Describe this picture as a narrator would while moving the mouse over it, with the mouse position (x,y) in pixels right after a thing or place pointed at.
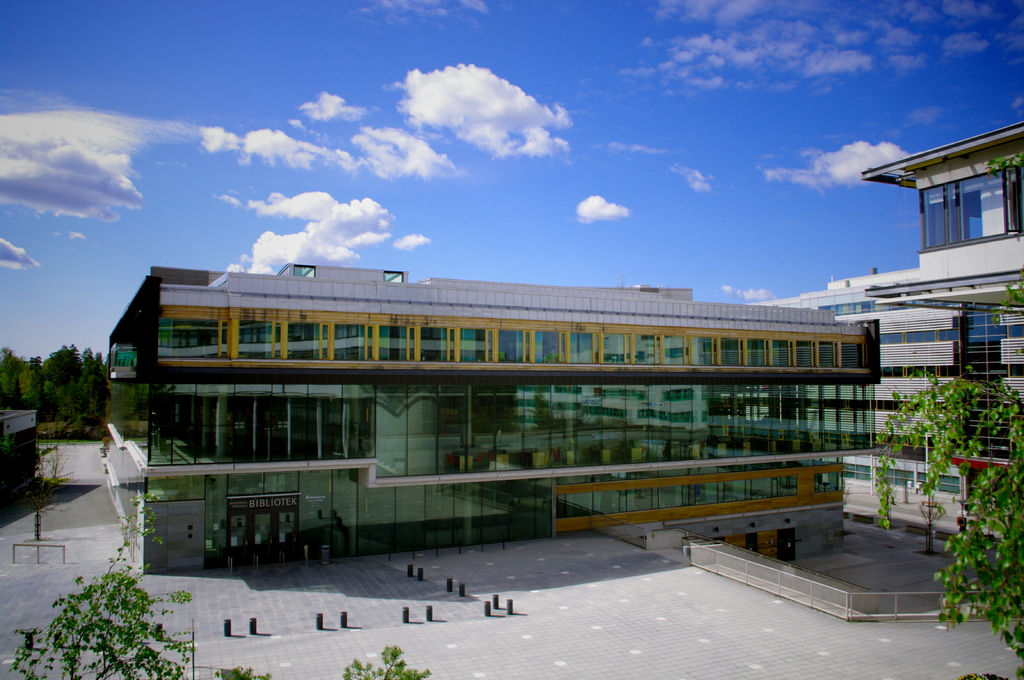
In this picture we can see buildings (885,380), on the right side (950,447) and left side (17,397) there are trees (58,406), we can see glasses (555,454) of this building (652,409), there is the sky (470,159) and clouds (358,158) at the top of the picture (519,126).
